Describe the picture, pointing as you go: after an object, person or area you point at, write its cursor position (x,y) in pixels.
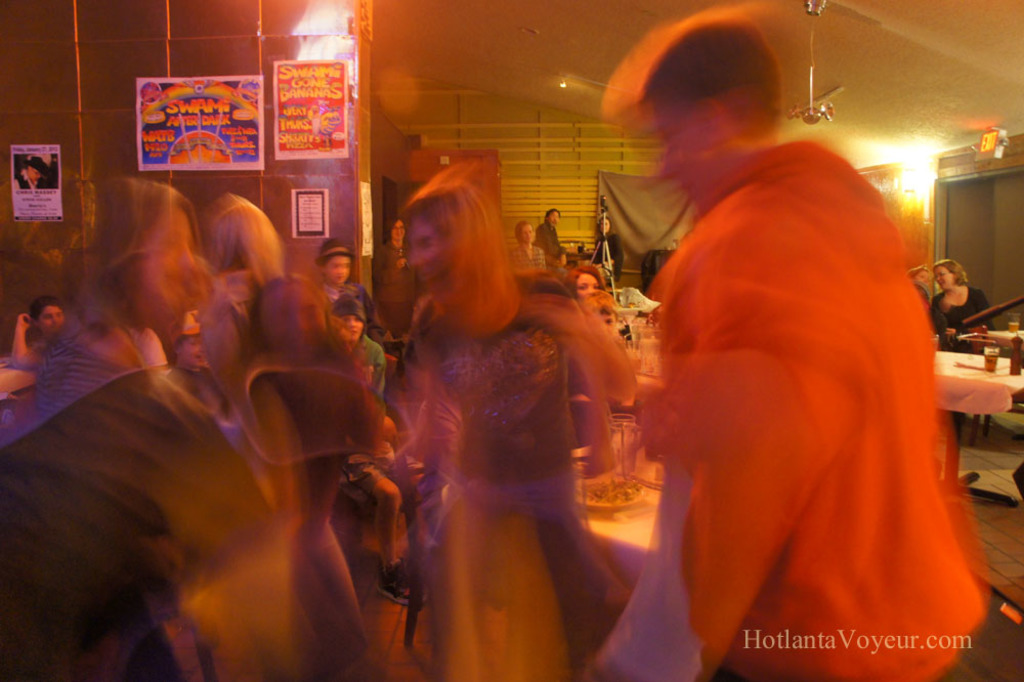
In this picture we can see so many people (516,582) are in one place and we can see some tables (960,385), on which we can see some glasses (627,477), bottles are placed, behind we can see some posters (200,125) to the wall (114,172).
